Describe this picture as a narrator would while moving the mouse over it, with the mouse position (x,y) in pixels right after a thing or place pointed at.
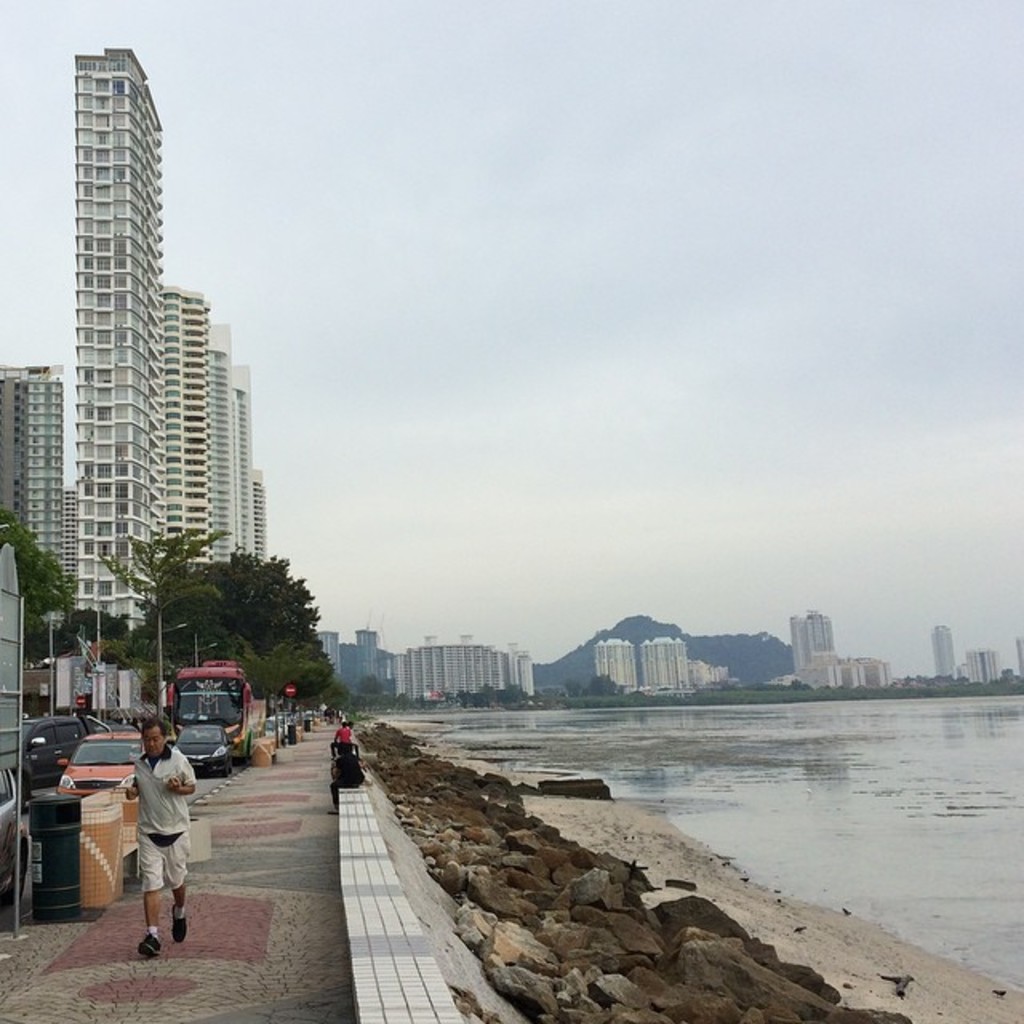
This picture is clicked outside. On the right (880,831) we can see a water body (821,754) and the rocks (522,879). On the left (147,869) we can see the group of people (181,782), vehicles (212,692), trees (164,639), poles (101,660), buildings (137,382) and some other objects (83,652). In the background (594,272) we can see the sky (747,289), trees (735,643), buildings (949,673) and some other objects (259,757).
